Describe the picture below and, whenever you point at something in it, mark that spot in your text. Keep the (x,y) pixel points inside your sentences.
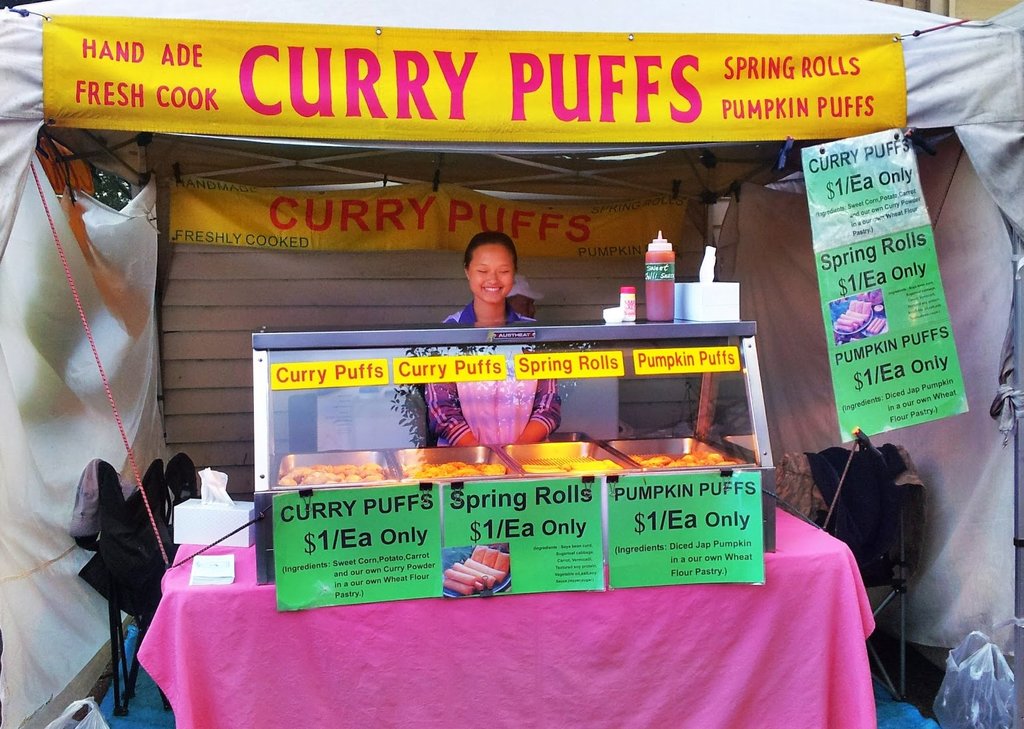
In the center of the image (490,310), we can see a person (511,393) standing and in the background (548,297), there is a shed (572,171) and we can see banners (259,238), a stand (582,421), some food items (477,475), trays (420,461), chairs (139,560), clothes (89,518) and we can see a table (689,692) and some other objects (391,512).
